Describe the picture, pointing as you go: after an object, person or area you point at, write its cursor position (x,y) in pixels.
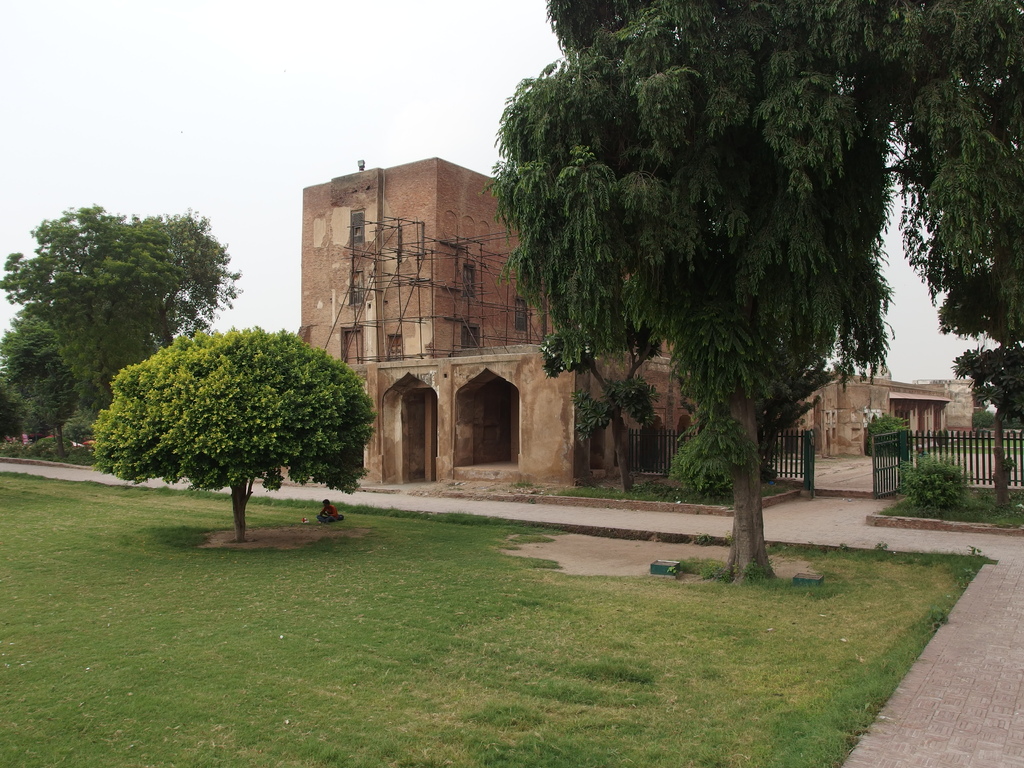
In this image I can see grass (419,667), trees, fence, person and buildings (594,453). At the top (380,90) I can see the sky (372,122). This image is taken may be during a day.
